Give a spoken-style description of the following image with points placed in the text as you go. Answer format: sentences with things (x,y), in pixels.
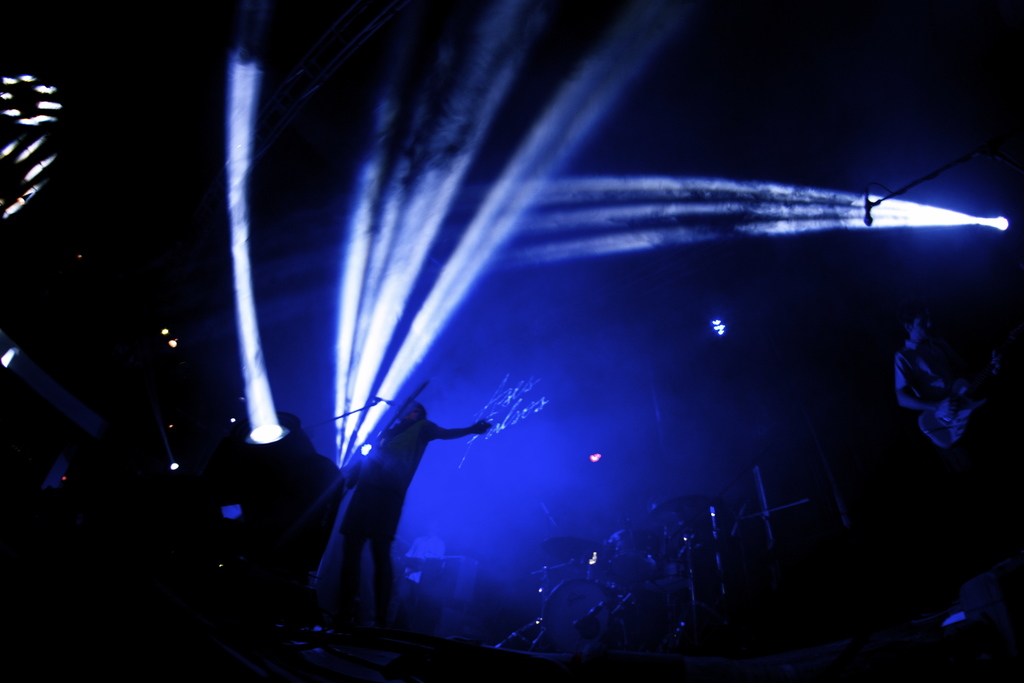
In this image we can see a person (363,516) singing. In front of the person (366,463) we can see a light (281,472) and a mic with a stand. Beside the person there are musical instruments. On the right side (913,395), we can see a person (923,388) playing musical instrument (937,424) and a light (815,217). The background of the image (974,266) is dark.
